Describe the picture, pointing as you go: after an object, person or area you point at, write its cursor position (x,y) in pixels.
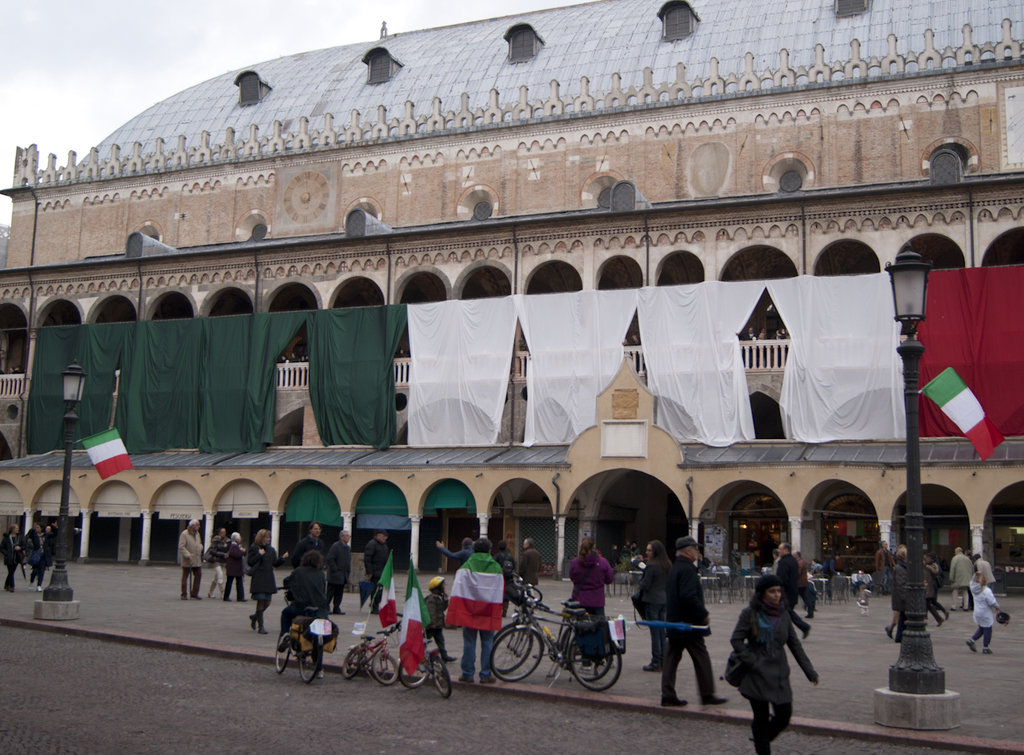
At the bottom of the image (294,648) there are few bicycles (327,625). There is a person (306,606) sitting on the bicycle (300,657) and also there are few bicycles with flags (409,640). There is a person (466,572) standing and wearing a flag (473,592) on him. There are poles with lamps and flags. There are many people (523,551) walking on the floor (340,637). And also there are tables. In the image there is a building (24,243) with arches (240,271), clothes (1017,380), windows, pillars (210,534), walls (928,140) and roof (124,153). At the top of the image (125,47) there is sky (156,46).
